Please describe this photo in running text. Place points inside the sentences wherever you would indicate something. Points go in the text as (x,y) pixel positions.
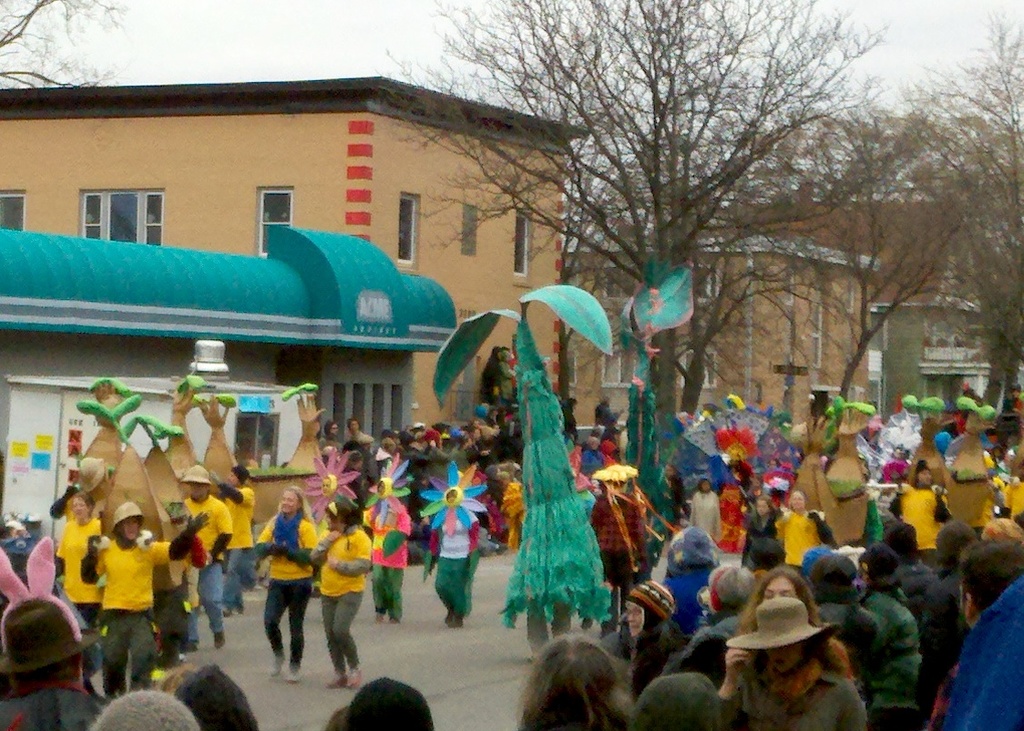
In this image we can see many people (837,641). We can also see a few people (327,516) wearing fancy dresses (331,482) and dancing on the road (423,602). In the background (513,301) we can see the building (710,282) and also trees (660,189). Sky (289,66) is also visible.
